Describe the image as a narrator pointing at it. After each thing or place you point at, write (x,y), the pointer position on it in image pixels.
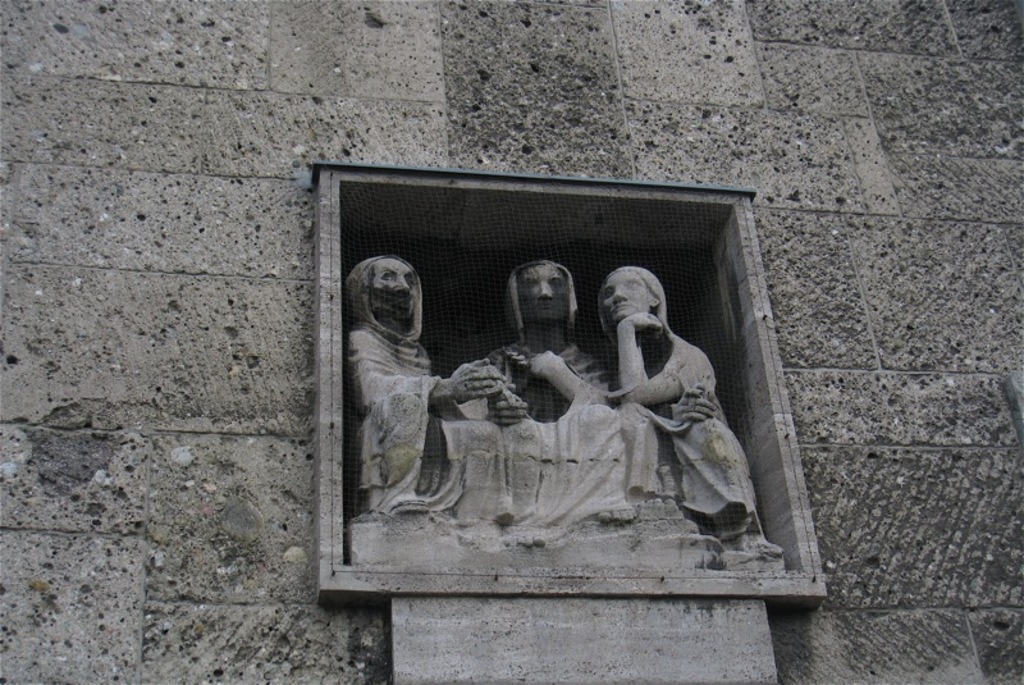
In this picture we can see sculptures (490,389), in the background (311,486) there is a wall (818,126).
